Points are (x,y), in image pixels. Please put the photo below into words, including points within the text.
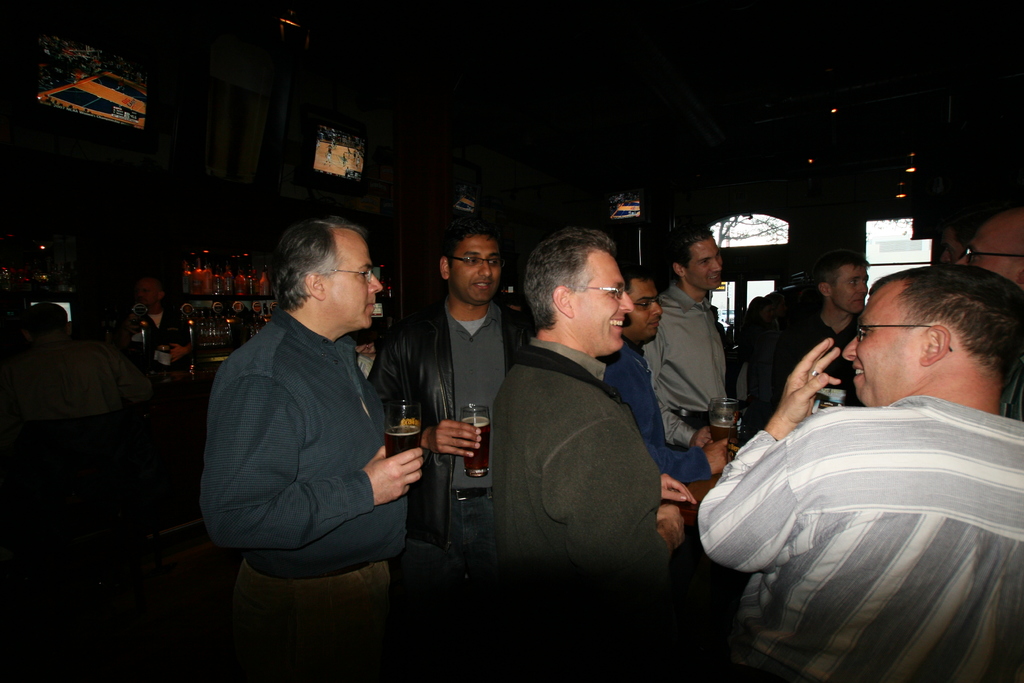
In this image I can see few men (665,535) holding beer glasses (478,450) in the hands (699,433), standing and smiling. On the left side (202,282), I can see few bottles (223,282), two monitors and some other objects (137,337) in the dark. In the background (730,243) there is a window (771,286).
